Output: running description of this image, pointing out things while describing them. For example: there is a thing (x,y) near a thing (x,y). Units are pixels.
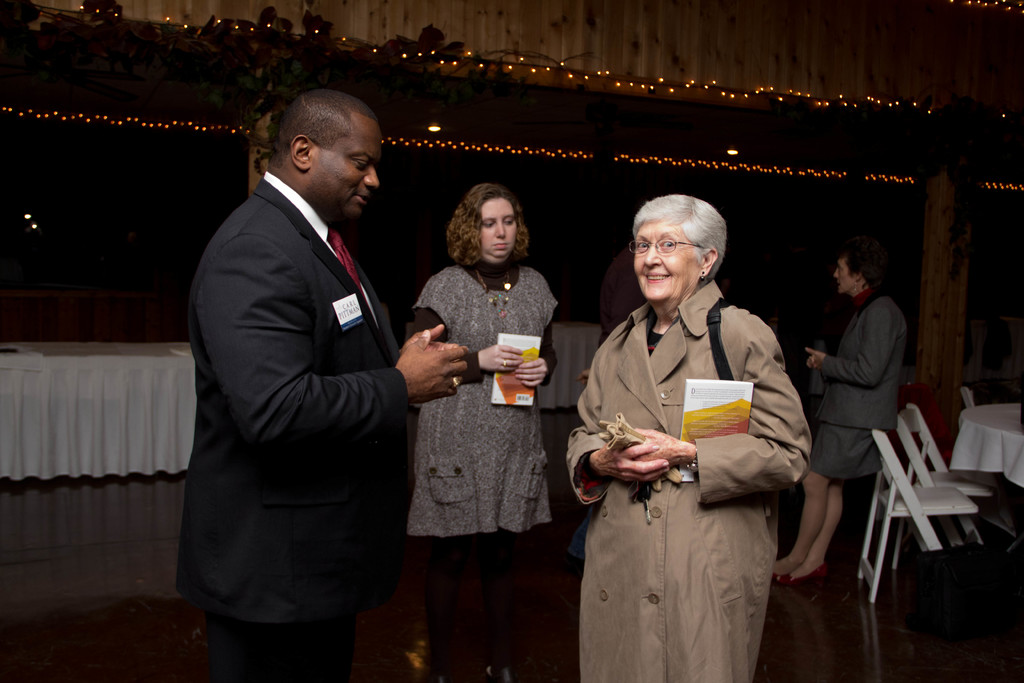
In the foreground of the picture (254,324) I can see two persons (790,388) and looks like they are having a conversation. There is a man (386,589) on the left side (273,346) is wearing a suit (385,414) and a tie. I can see a woman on the right side (765,428) is holding a book (694,379) and there is a smile on her face (634,265). I can see another woman (484,542) in the middle of the image (423,317) and she is also holding a book (505,342). I can see a woman (855,320) on the right side (869,363) and looks like she is speaking to a person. I can see the tables (70,346) and chairs (888,516) on the floor (856,514). I can see the lighting arrangement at the top of the picture (188,120).
